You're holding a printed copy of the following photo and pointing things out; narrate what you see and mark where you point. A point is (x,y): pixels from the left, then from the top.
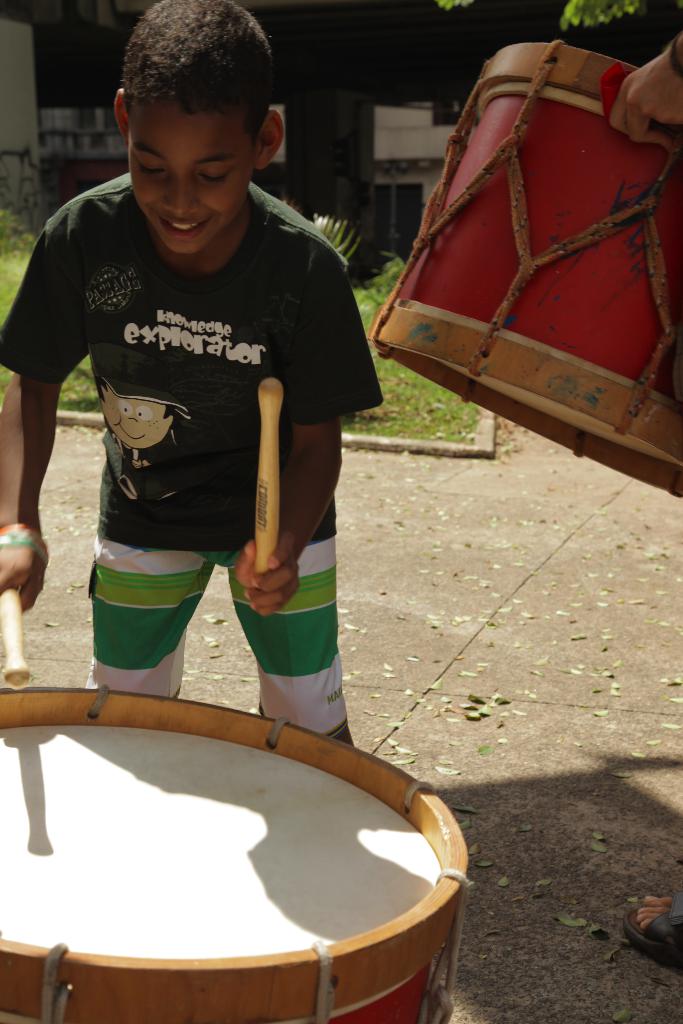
In the picture we can see a boy (144,643) standing and beating a drum (185,998) with sticks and he is wearing a black T-shirt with some paintings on it and beside we can see another person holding a drum (529,286) in the background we can see some grass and building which are white in color.
